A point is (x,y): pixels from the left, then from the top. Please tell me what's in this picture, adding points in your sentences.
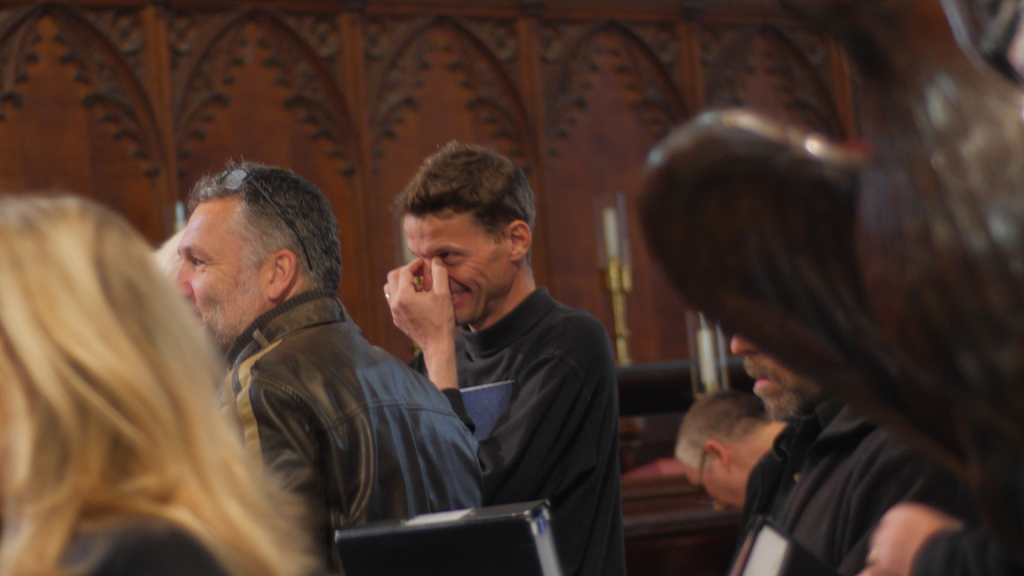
In this image we can able to see some persons (475,343), and there is a person (299,254) who is having glasses (280,213) on his head (273,195), we can able to see two candles (707,352) here.
